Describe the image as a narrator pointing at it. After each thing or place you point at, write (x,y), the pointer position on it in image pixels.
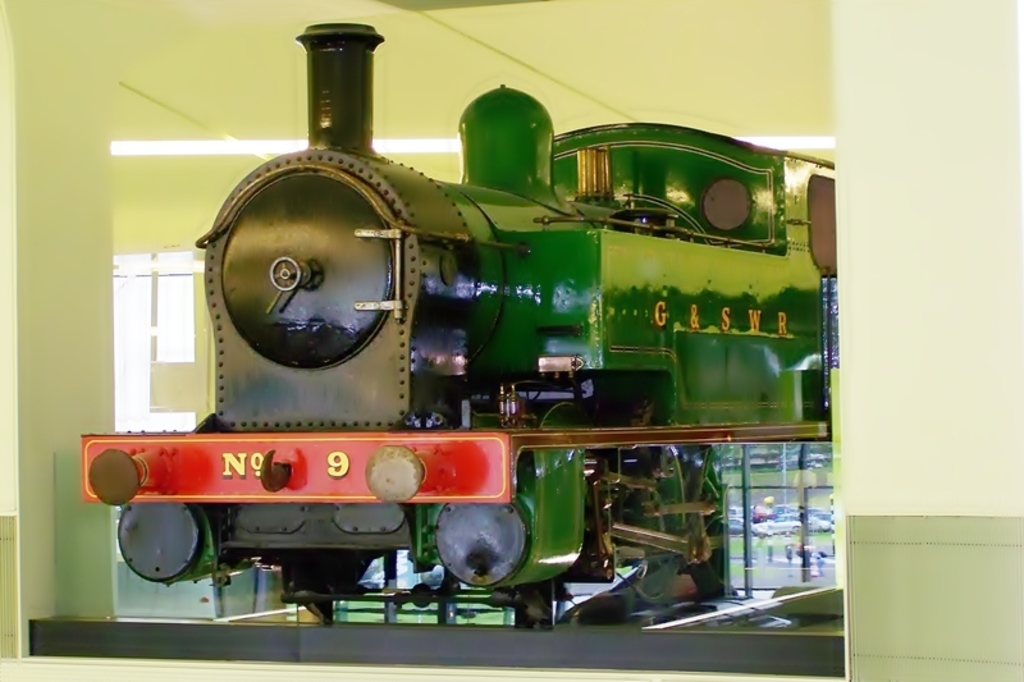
In this picture I can see there is a train engine (495,437) placed in a display and in the backdrop (165,165) there is a glass window (823,514) and a wall (873,591).
